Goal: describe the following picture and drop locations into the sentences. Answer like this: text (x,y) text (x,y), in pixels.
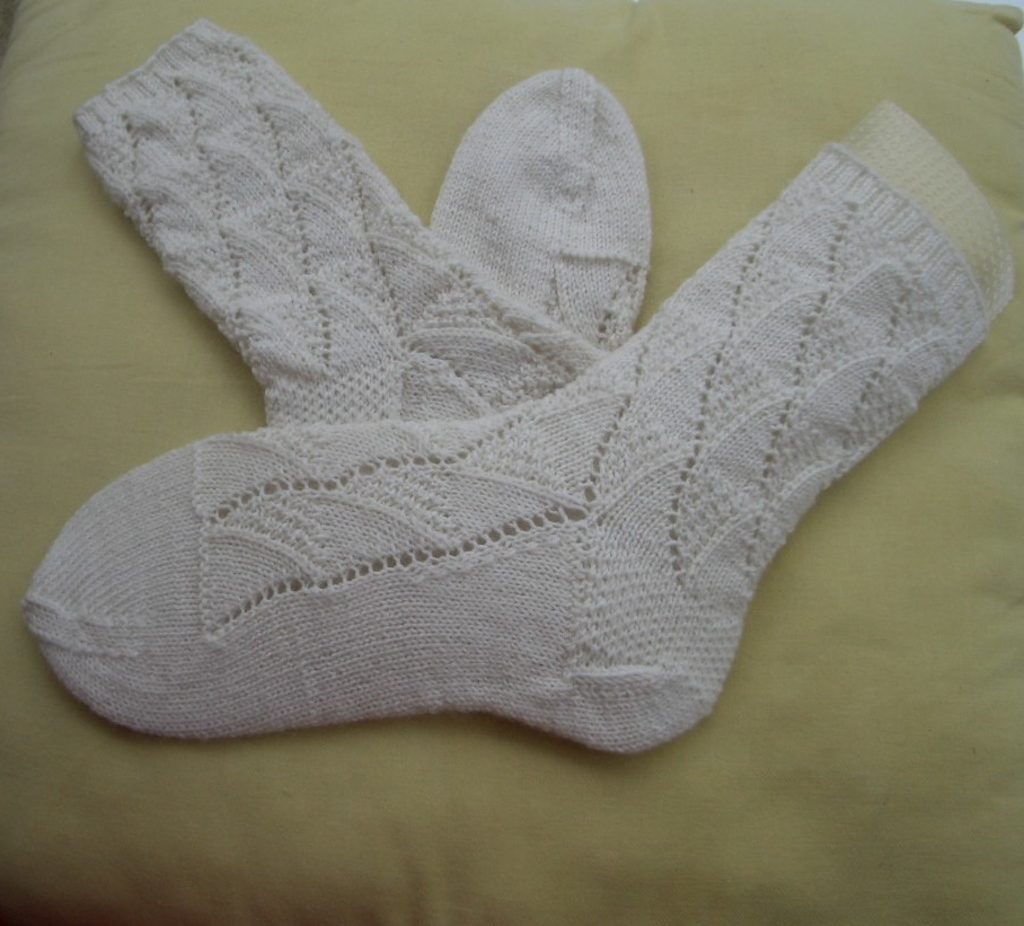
In this image there are white color socks (488,476) on the pillow (611,48).
